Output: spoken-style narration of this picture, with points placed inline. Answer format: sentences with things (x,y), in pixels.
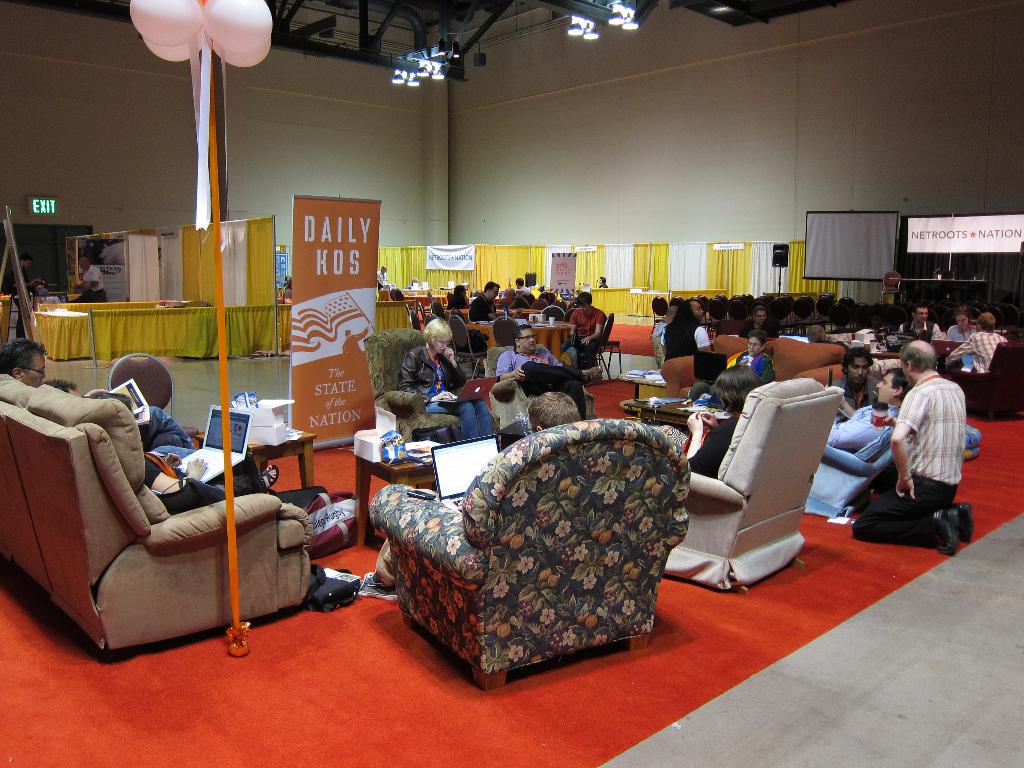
there are so many people (983,347) sitting in sofas (73,478) in a hall (593,394) behind them there is a stalls (820,289), screen (814,275), banner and a balloons (142,19) on pole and lights (420,51).
